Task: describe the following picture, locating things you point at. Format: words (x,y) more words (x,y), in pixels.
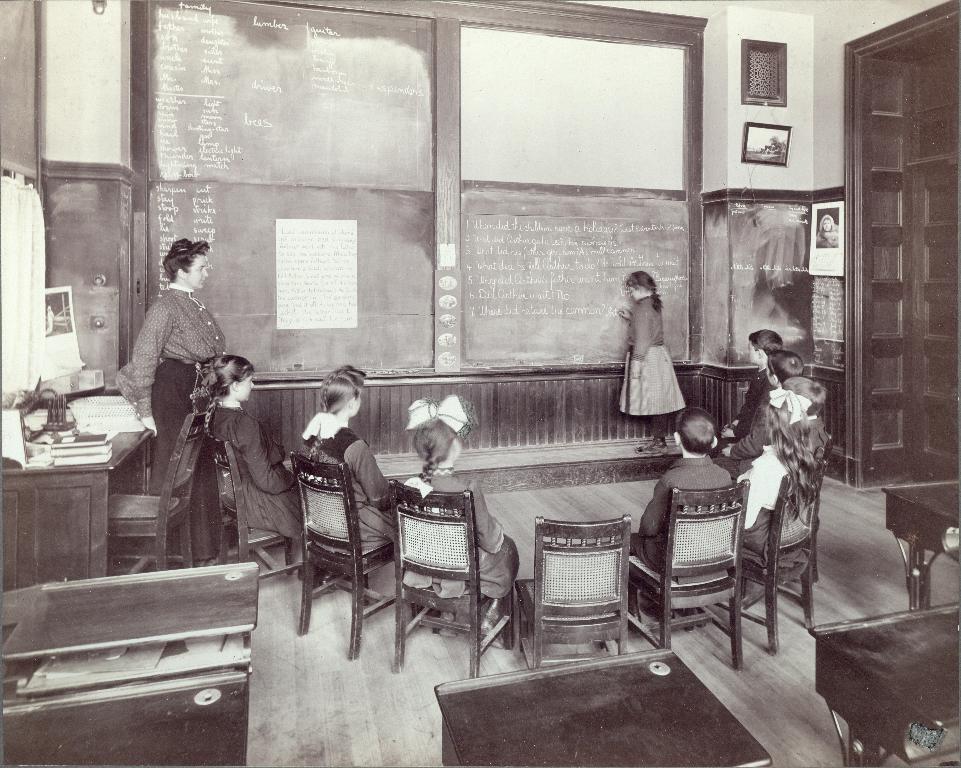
In this image i can see few children (757,466) sitting on chairs (321,468) and a girl (679,388) standing in front of them and writing something on the board (552,299), to the left of the image (204,414) I can see a woman (201,357) standing with her hands (151,421) on the table (134,459), on the table (113,444) I can see few books (57,435) and few other objects (50,395). In the background (92,287) I can see a blackboard (270,160), the wall (824,86), few photo frames (771,142) and the door (889,294).
